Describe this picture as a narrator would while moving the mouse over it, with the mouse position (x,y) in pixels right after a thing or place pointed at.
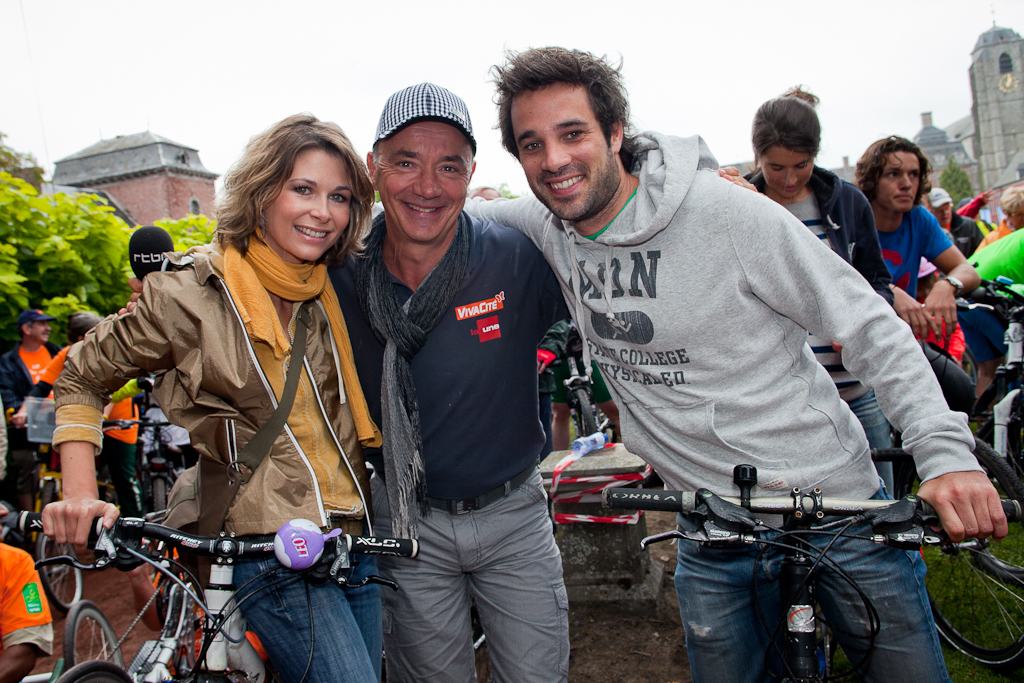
There are group of people (336,362) standing and holding a bicycle (194,582) and there are smiling. At the back side (109,270) we can see trees (108,245) and a building (121,190).
